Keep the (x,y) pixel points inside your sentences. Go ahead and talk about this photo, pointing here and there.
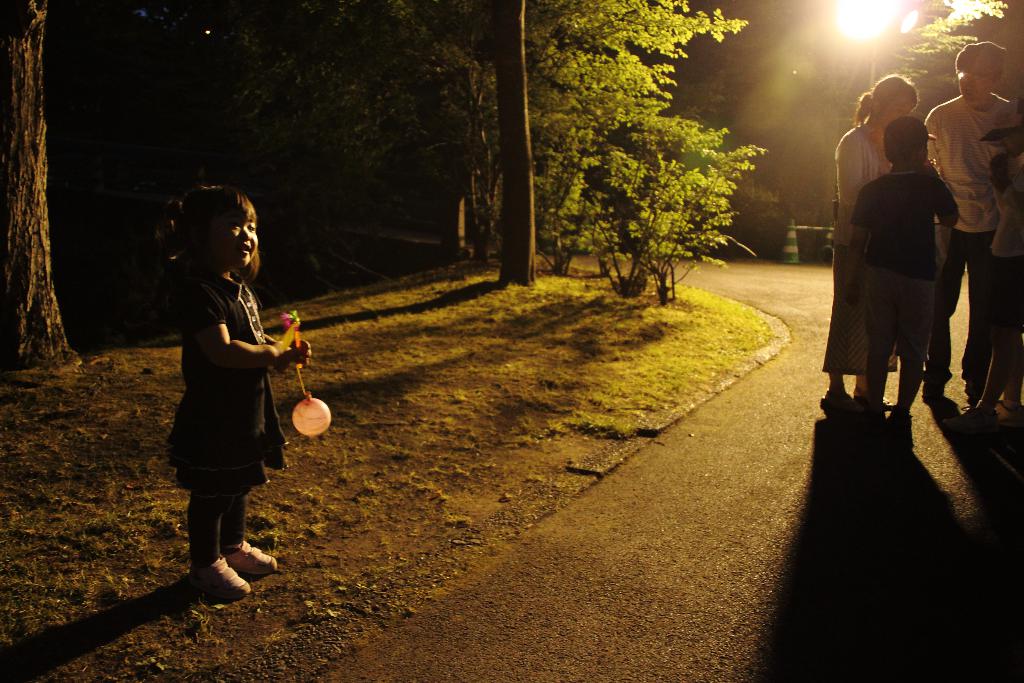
In this picture I can see there is a girl (190,387) standing at left (218,447), she is holding a balloon (308,416) and wearing a dress (218,456) and shoes (241,554), she is looking at right side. There is a man (965,127) and a woman (835,406) and two kids (870,357) standing on top right (972,114) on the road (873,466). There are plants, trees (416,93) at left (157,71) and there are few more trees (440,94) and a street lamp (838,6) is visible at the top (948,17).
